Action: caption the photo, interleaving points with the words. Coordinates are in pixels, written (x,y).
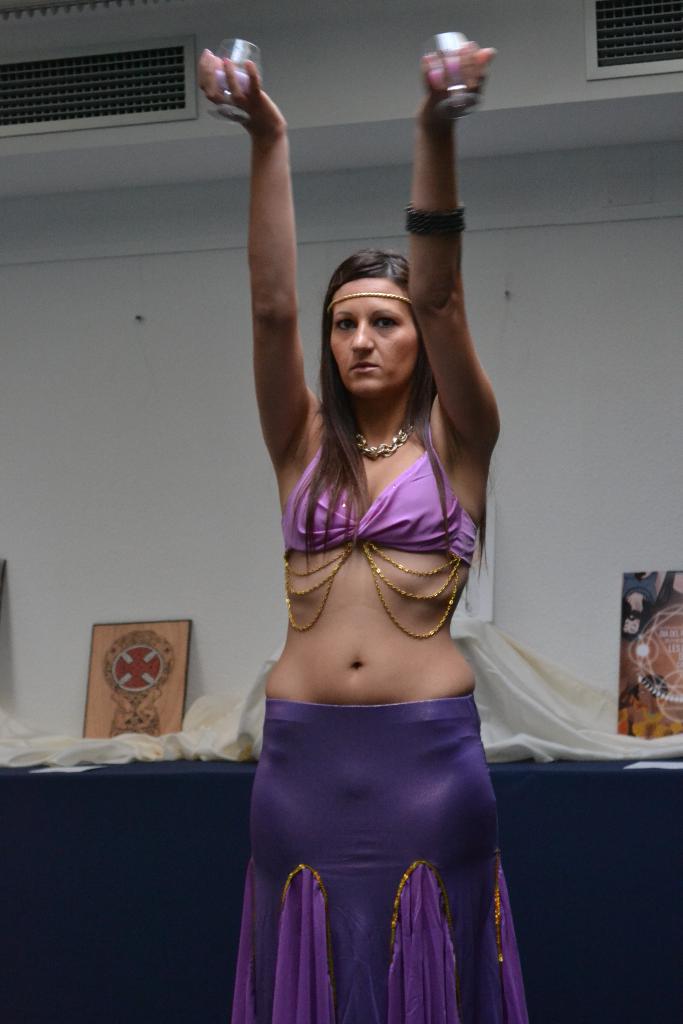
A beautiful woman (420,737) is raising her 2 hands (425,284), she wore purple color dress (436,501). Behind her there is a wall (572,335).
